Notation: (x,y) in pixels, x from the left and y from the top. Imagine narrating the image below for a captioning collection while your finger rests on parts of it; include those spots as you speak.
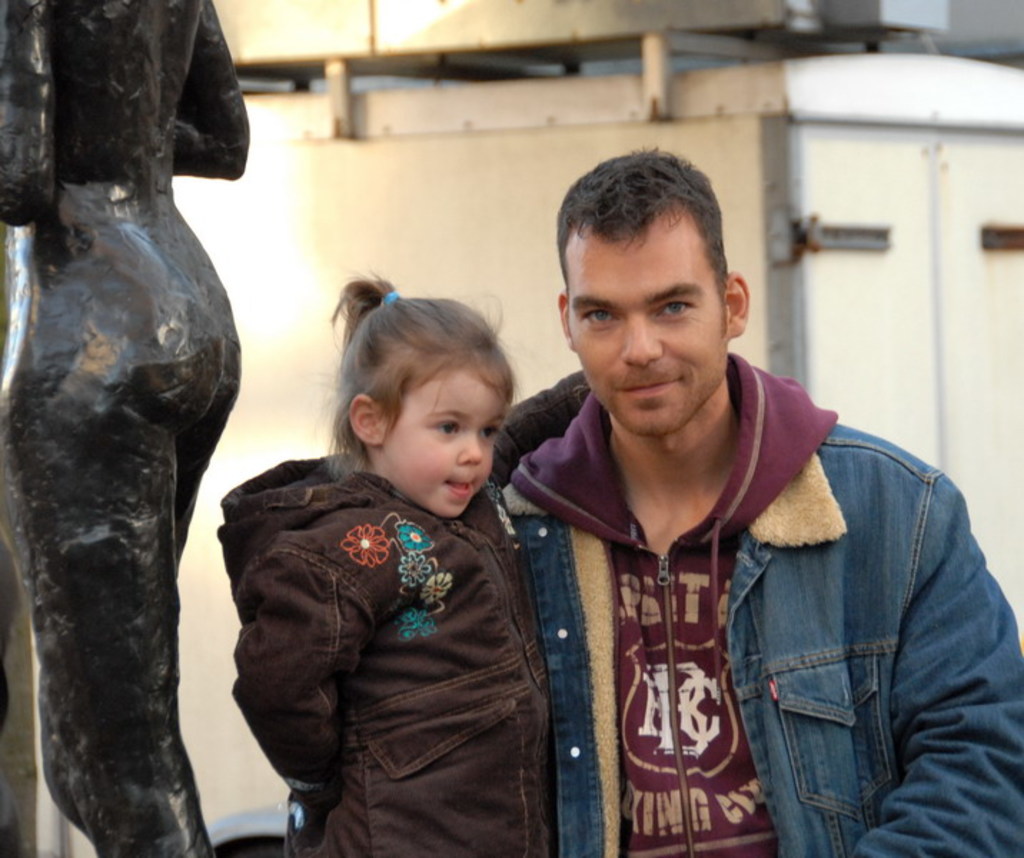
In this image there is a man (755,651) on the right side (756,677) who is holding the kid (472,667). On the left side (129,444) there is a statue (101,277). In the background (798,134) there is some machine (732,118).
